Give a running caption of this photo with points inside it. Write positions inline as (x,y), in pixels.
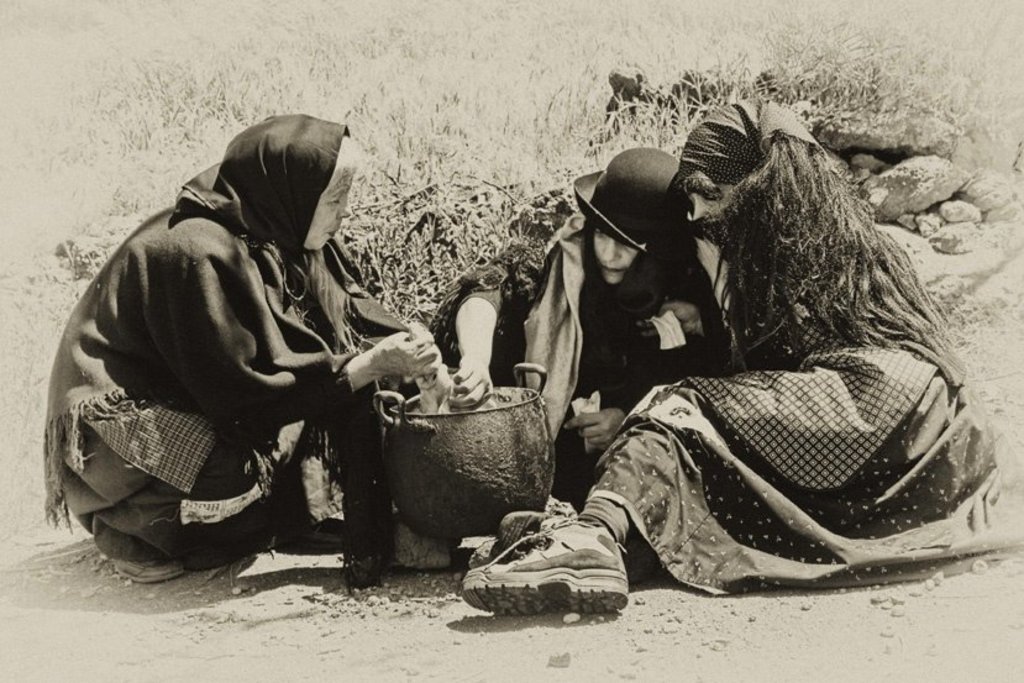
In this image, we can see persons (742,354) wearing clothes (742,354). There is a dish (535,417) in the middle of the image (530,424). There are some plants (481,71) at the top of the image (758,87).
